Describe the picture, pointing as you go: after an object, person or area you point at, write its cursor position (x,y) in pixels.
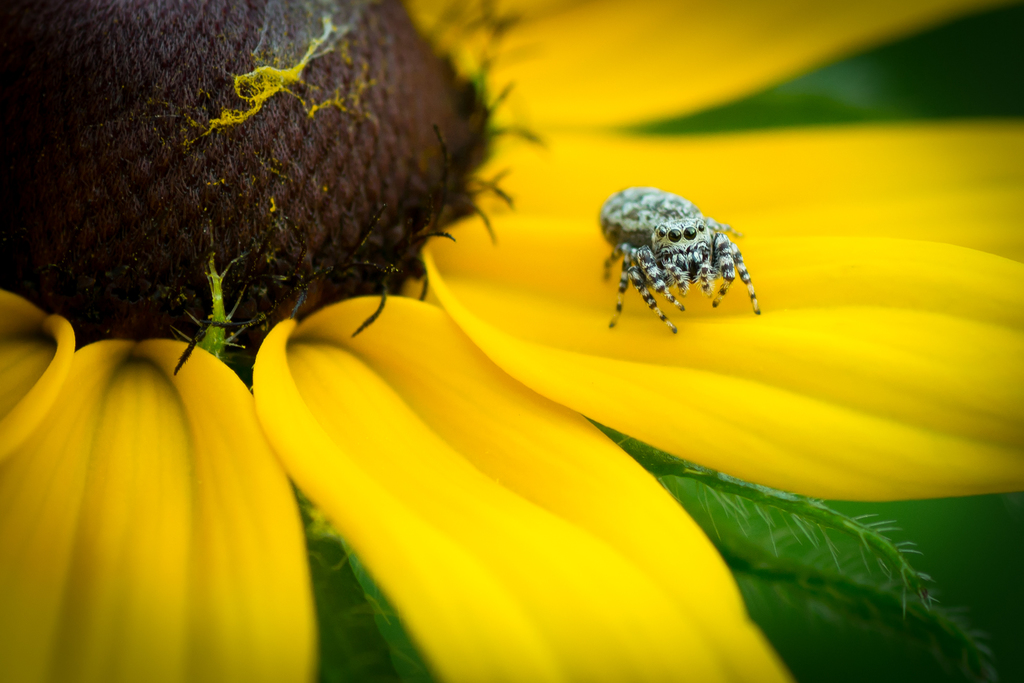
In this image we can see an insect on the petal (616,373) of a flower (592,388).
